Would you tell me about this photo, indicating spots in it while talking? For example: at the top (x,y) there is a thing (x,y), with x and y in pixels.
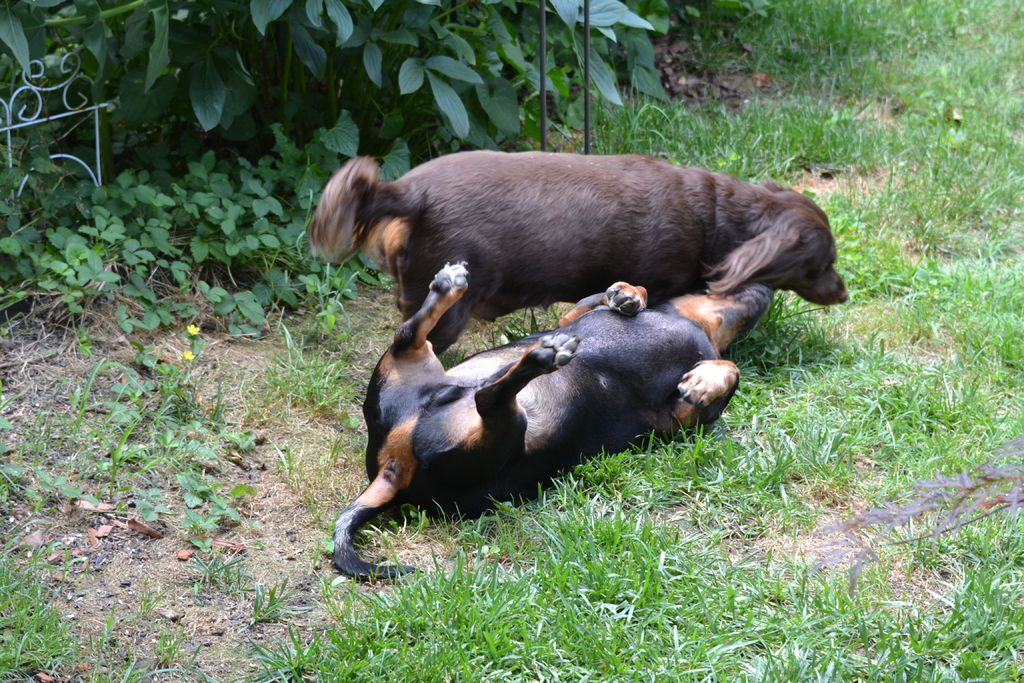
In this picture we can see two dogs (524,489) on the ground (921,363), grass (921,363), rods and in the background (357,21) we can see plants (207,115).
